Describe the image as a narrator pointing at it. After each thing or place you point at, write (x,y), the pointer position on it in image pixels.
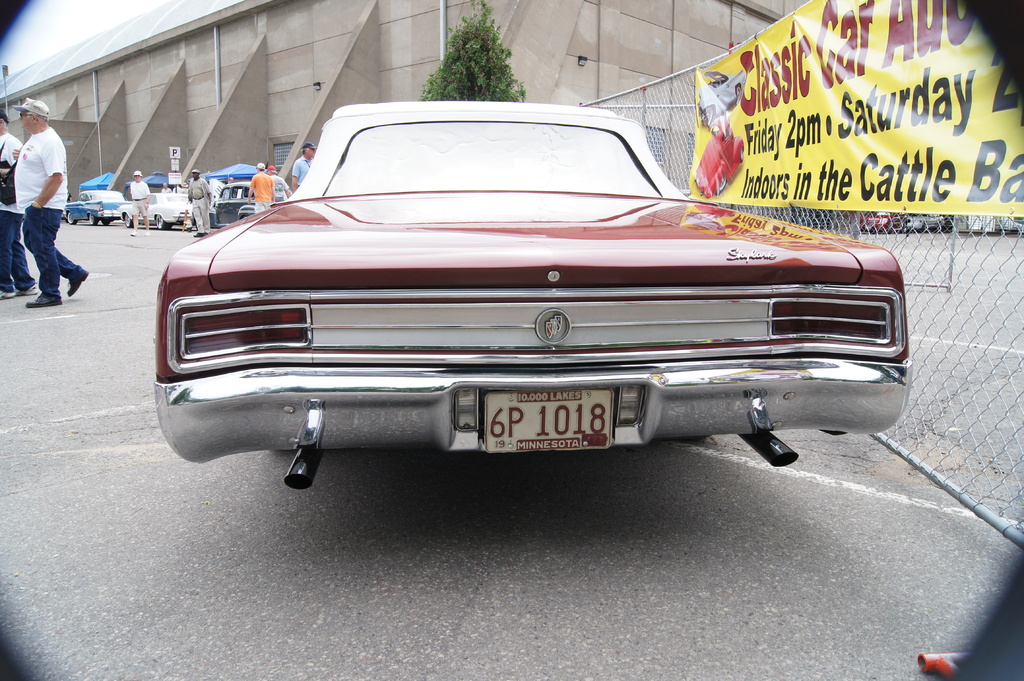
In this image I can see the vehicles (284,344) on the road (100,246). These vehicles (232,233) are colorful. To the side of the vehicle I can see few people (61,193) with different color dresses (61,193) and I can also see few people (49,196) are wearing the caps (256,165). To the right (787,131) there is a banner (774,139) to the railing (689,147). In the background (397,59) I can see the tree (456,59) and the building (165,12).
